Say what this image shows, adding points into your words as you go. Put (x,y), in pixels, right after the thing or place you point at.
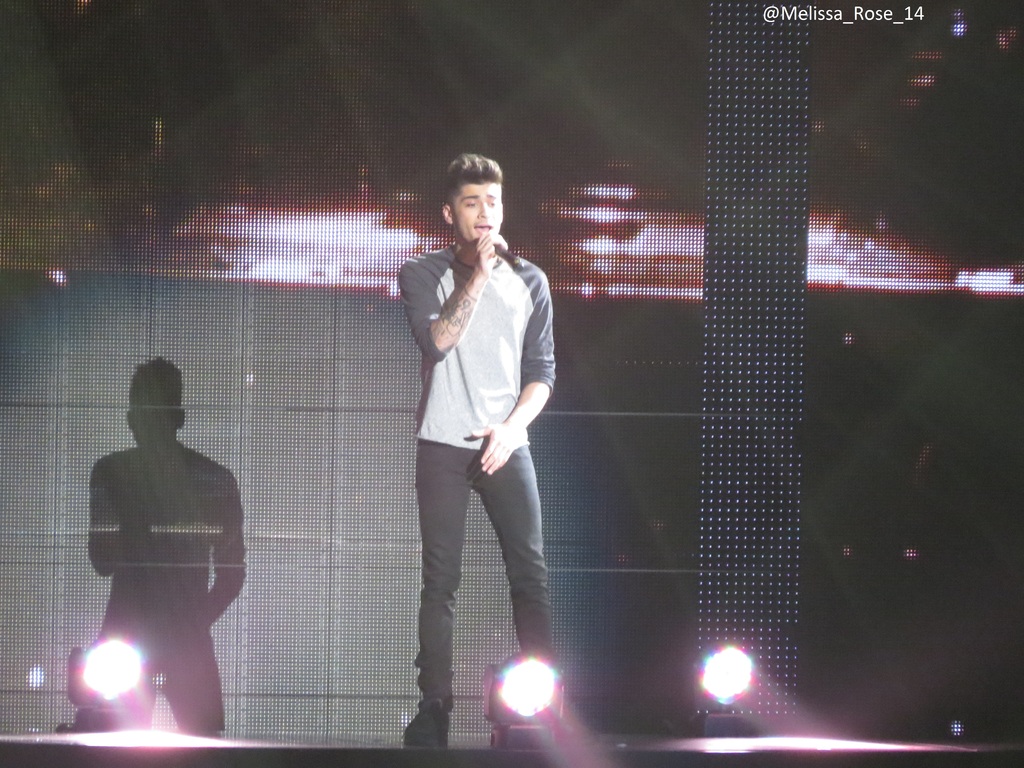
In this image I can see a person (525,478) standing and holding mic (508,261). He is wearing black and white color dress (477,409). Back I can see a screen (775,689) and lights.
